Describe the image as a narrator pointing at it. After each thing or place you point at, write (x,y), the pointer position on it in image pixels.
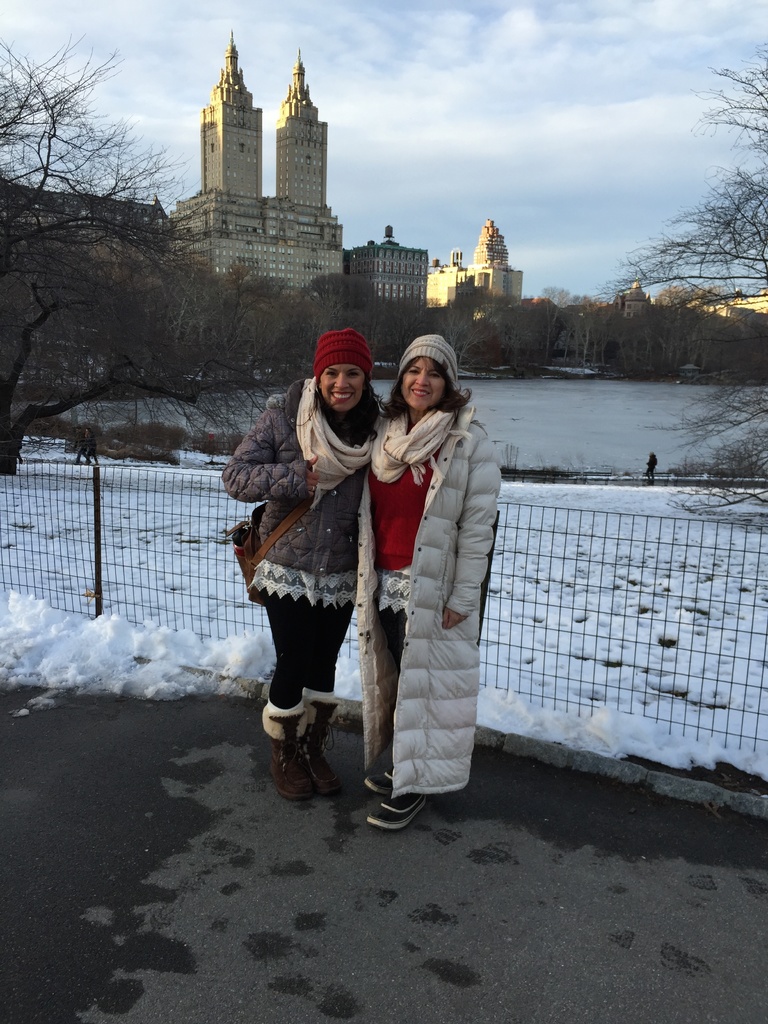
In this image we can see two women (443,400) wearing the caps (367,344) and standing on the road (255,813) and smiling. We can also see the fence (623,614) and behind the fence (619,638) we can see the snow (620,624), trees (569,355) and also buildings (326,246). Sky (481,187) is also visible with the clouds (633,24).
